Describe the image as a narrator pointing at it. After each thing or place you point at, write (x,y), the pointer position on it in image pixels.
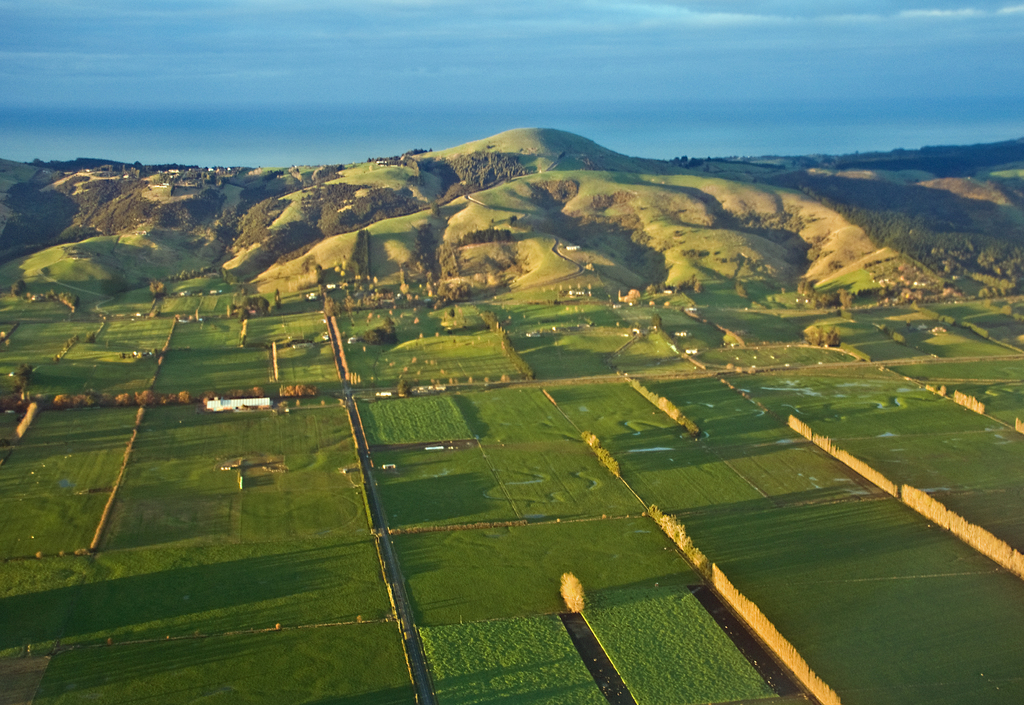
In this image there is grass (504,472) on the ground (577,488) and there are trees (897,217) and mountains (606,168) and the sky (626,86) is cloudy.
